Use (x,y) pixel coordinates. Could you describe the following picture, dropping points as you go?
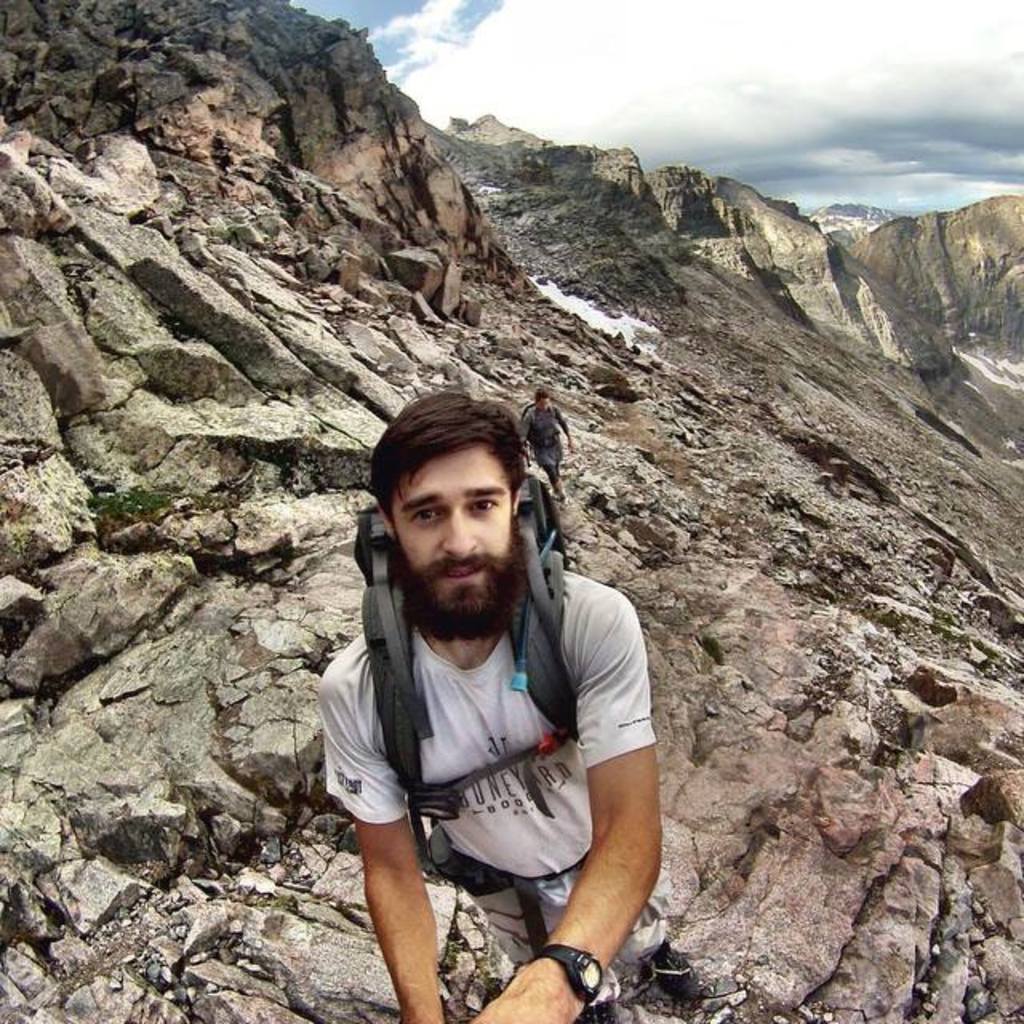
In this image we can see a man (492,685) wearing a bag (526,655). We can also see another man (564,426) in the background (564,426). Image also consists of rock hills (713,260). There is sky (616,77) with the clouds (828,87).
